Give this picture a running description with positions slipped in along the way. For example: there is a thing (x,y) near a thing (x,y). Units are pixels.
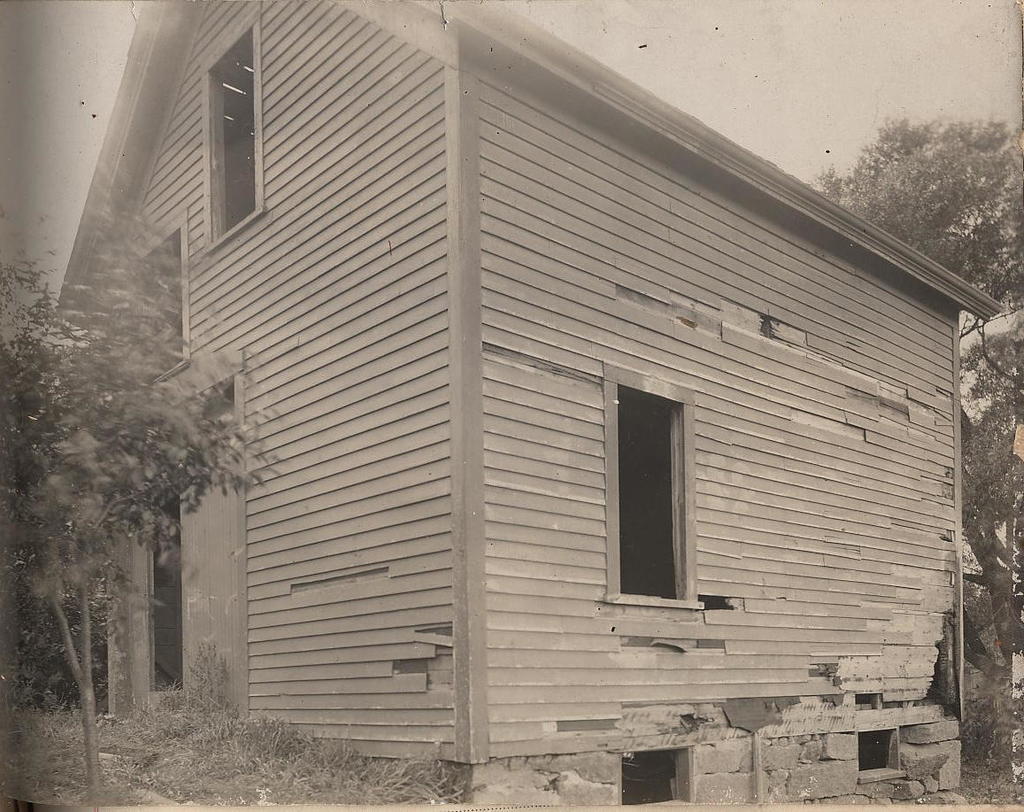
In this image there is a house (539,721). Left side (8,574) there are few plants (41,583) and trees (94,720) are on the grassland (230,781). Right side (1018,319) there is a tree (1016,460). Top of the image (758,45) there is sky (786,77).
